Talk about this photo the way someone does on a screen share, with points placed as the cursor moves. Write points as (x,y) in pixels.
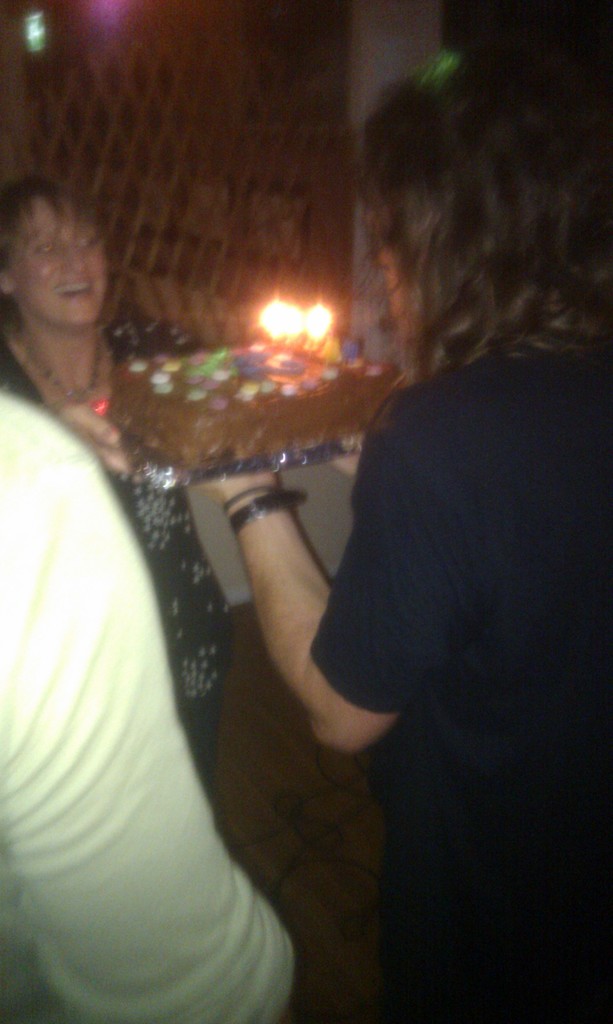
In the picture I can see people (275,618) are standing. In the background (310,285) I can see lights (275,313) and some other objects (233,439).
